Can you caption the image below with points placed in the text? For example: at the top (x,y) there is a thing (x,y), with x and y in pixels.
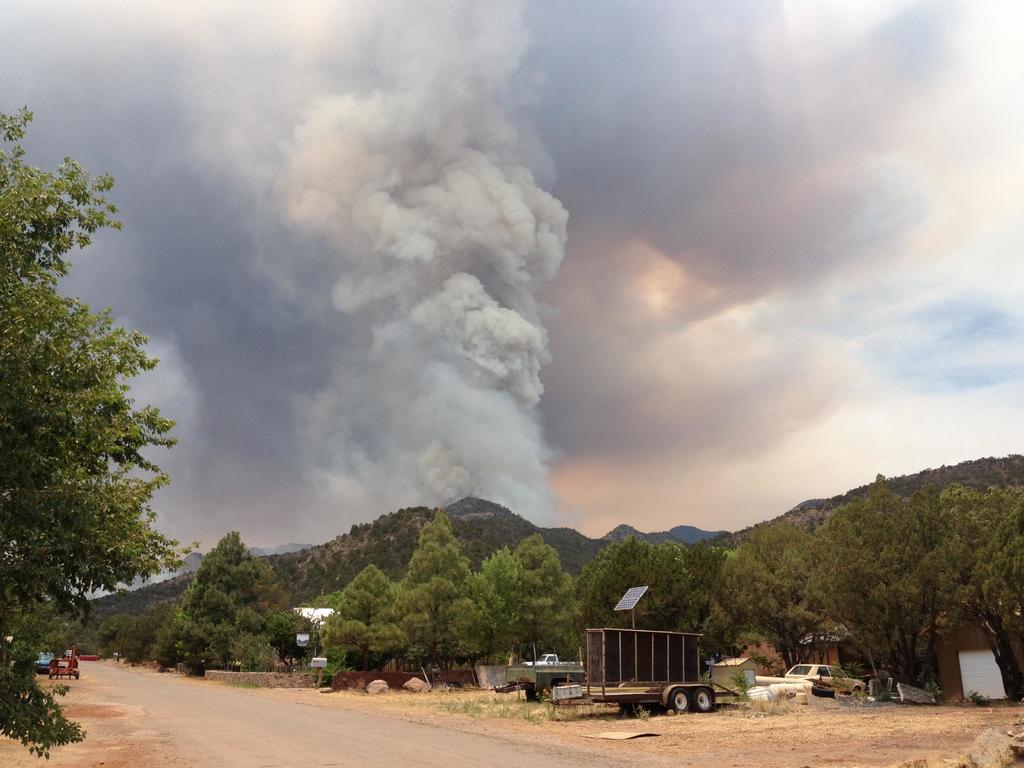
On the left side (207,694), there is a road (196,686). Beside this road (235,760), there is a tree (38,726) and there are vehicles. On the right side (863,639), there are vehicles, trees (984,556), mountains (632,528) and plants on the ground (787,710). In the background (466,335), there is smoke (512,443) and there are clouds (901,262) in the sky (889,254).
